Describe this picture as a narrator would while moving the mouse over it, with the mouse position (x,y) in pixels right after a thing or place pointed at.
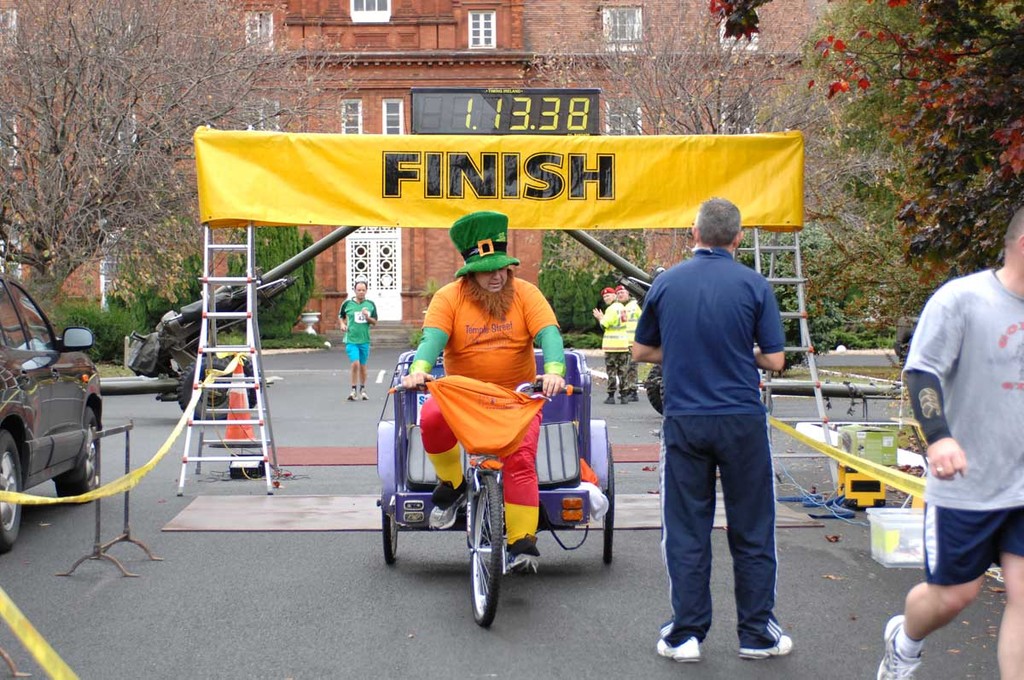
As we can see in the image there are few people (693,363) here and there, vehicle (587,506), banner (483,193), black color car (33,357), trees (239,112) and building (505,51).
